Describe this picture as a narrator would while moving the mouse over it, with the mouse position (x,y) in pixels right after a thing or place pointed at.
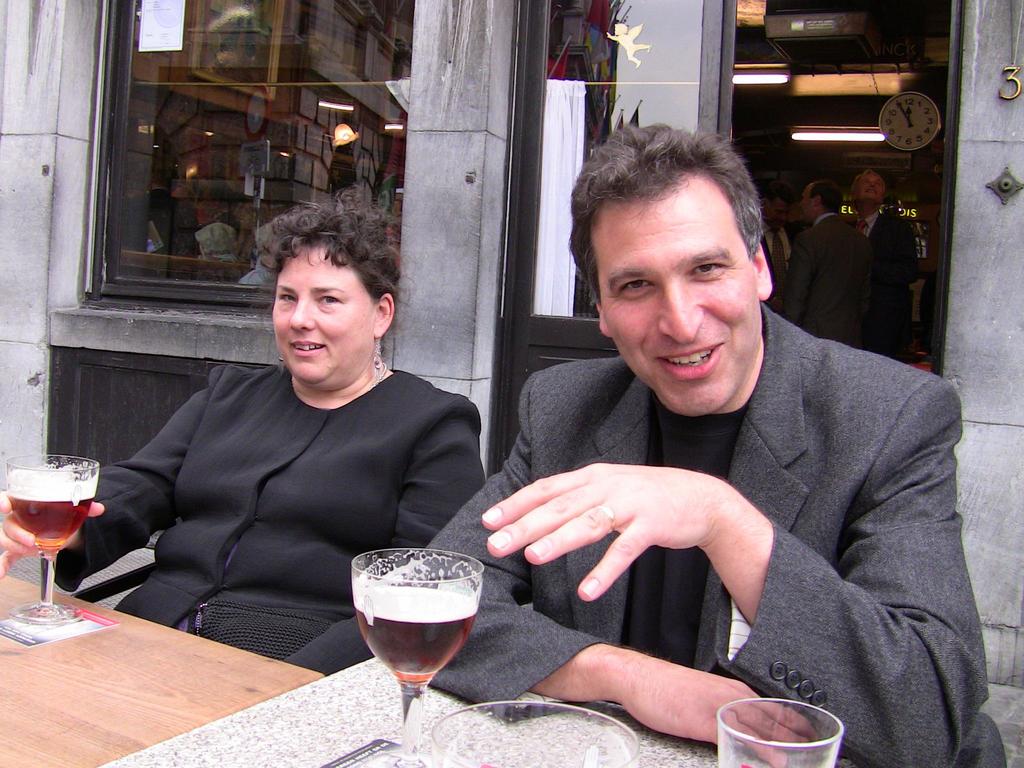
In this image I can see two people (435,411) are sitting in-front of the table (201,704). On the table (259,717) there are glasses (575,706). In the background (422,80) there is a building (390,77). Inside the building (647,85) there are people (820,229), clock (929,121) and the lights (882,136).
